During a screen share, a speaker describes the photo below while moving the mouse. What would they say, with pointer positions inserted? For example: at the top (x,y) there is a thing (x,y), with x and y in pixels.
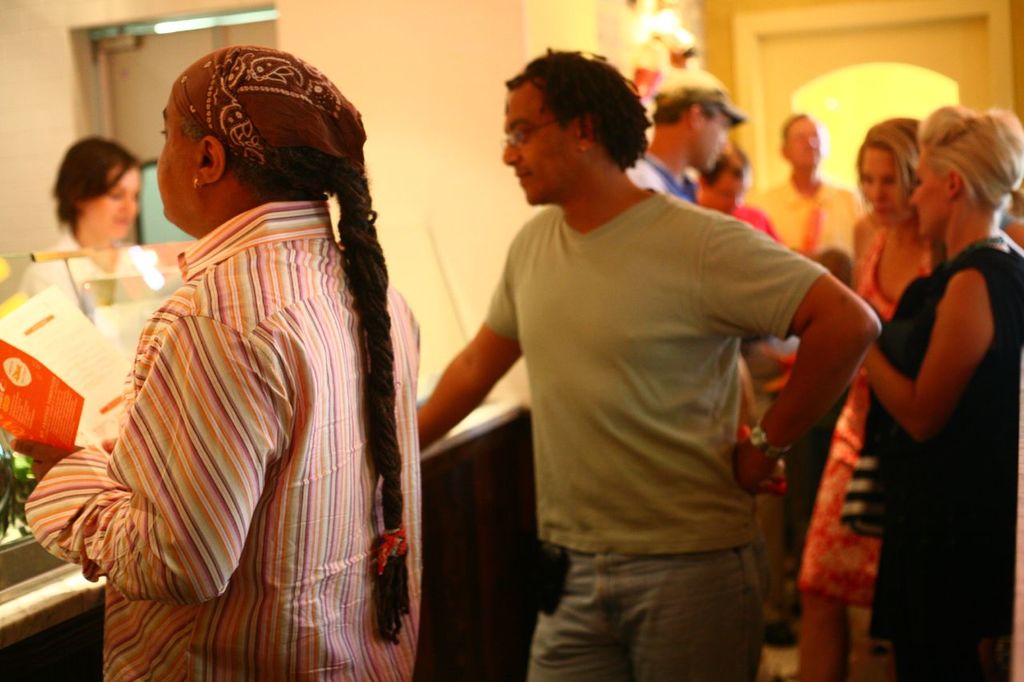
In this picture there are people (571,252) standing and we can see glass (141,278) and table (488,430). In the background of the image (398,41) we can see wall (377,37) and door (135,64).
